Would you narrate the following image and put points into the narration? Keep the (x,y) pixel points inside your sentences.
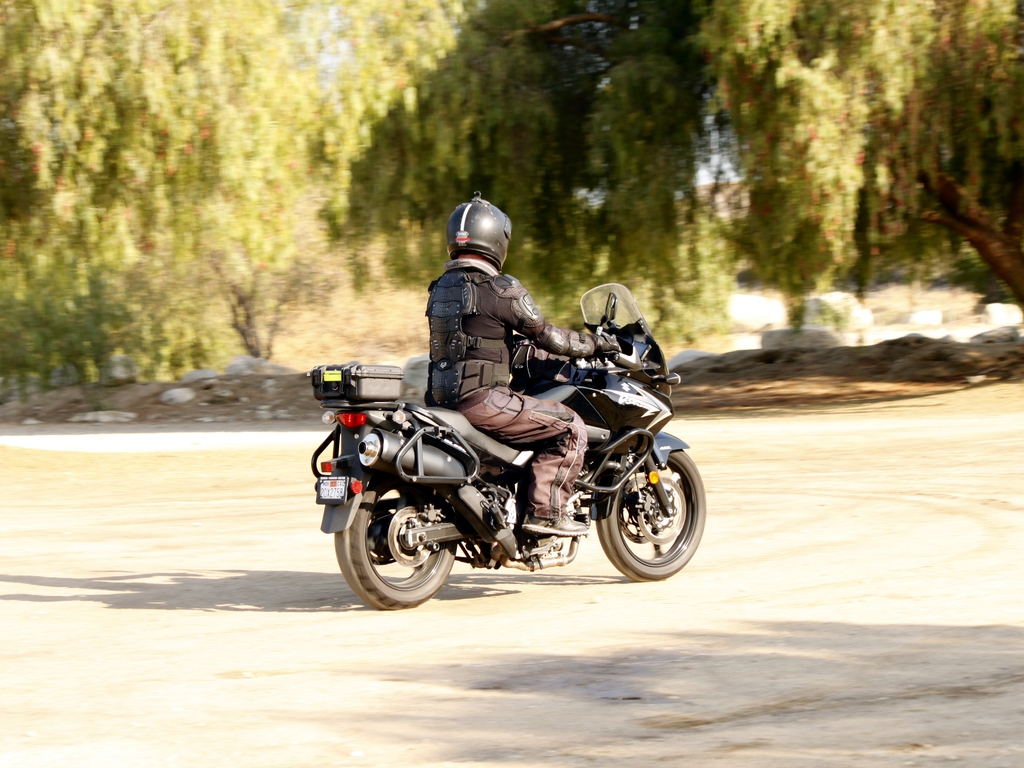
In this picture there is a man (514,285) in the center of the image (414,423), on a bike (354,591) and there are trees (525,257) at the top side of the image (464,133).
